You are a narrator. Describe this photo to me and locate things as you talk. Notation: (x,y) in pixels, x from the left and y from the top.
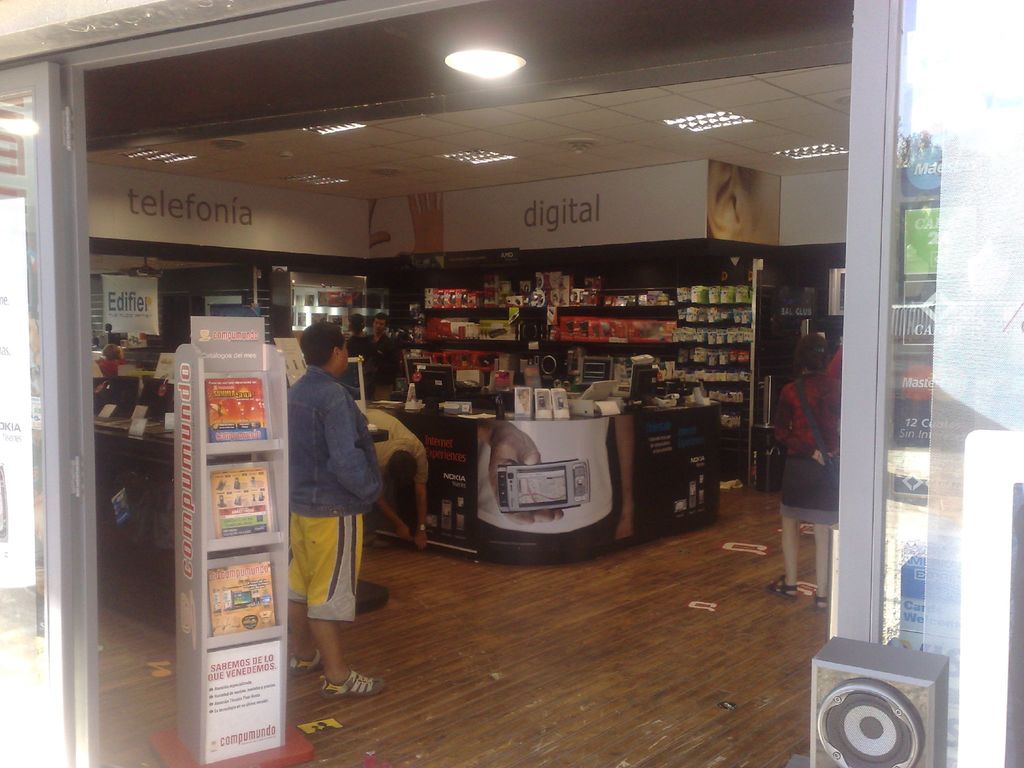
This is the picture taken in a stall (400,593). The man (334,587) in jean shirt (336,466) was standing on the wooden floor (410,669) and the man (396,441) the yellow shirt (405,432) is bending towards the floor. In front of the people (404,473) there are shelves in shelves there are some items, and a table (494,477) on the table (523,472) there are monitor (433,390) and other items (527,393) and there are ceiling lights (706,123) on the top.
